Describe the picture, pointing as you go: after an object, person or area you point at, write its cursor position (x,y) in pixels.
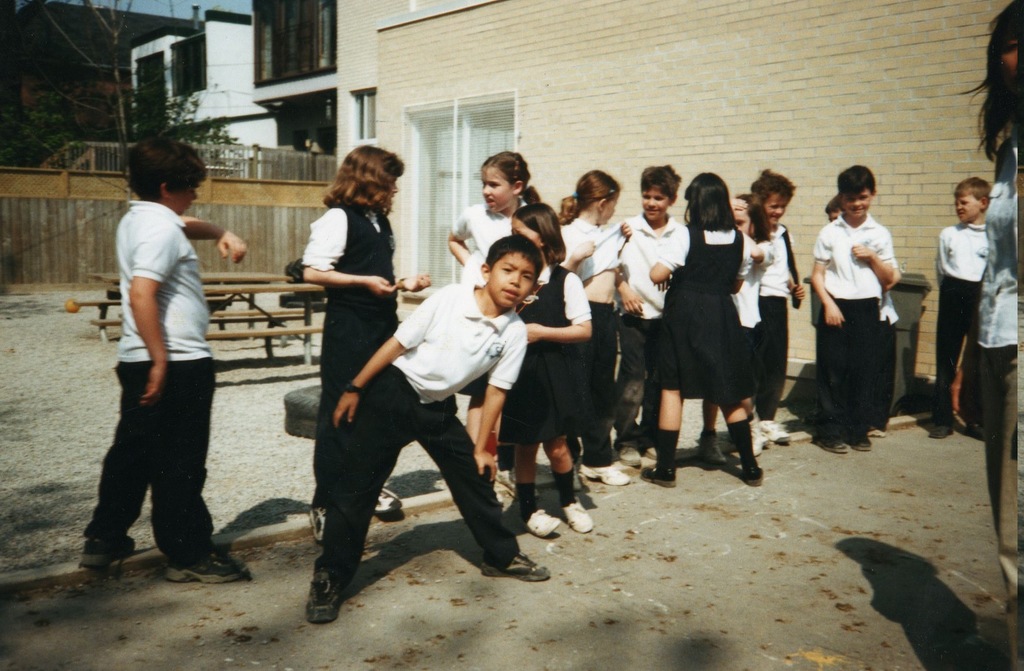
In this picture we can see some kids (715,336) are standing, in the background (372,48) there are some buildings (442,51), we can see benches (220,297) in the middle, at the bottom (82,478) there are some stones (82,394), on the left side (202,135) there is a tree (81,124).
